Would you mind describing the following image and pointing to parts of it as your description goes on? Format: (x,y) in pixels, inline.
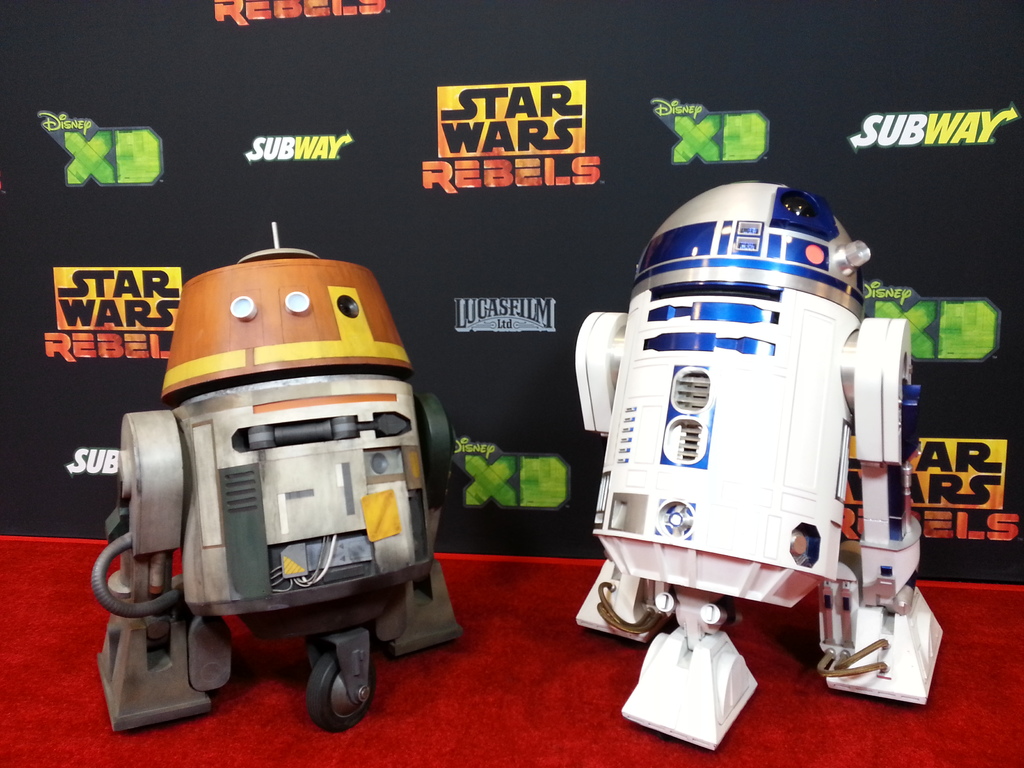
In this image in the front (340,480) there are machines (334,489). In the background (355,188) there is a banner (422,163) with some text (503,136) written on it and on the floor (484,707) there is a red colour mat (441,707) which is in the front (524,757).
